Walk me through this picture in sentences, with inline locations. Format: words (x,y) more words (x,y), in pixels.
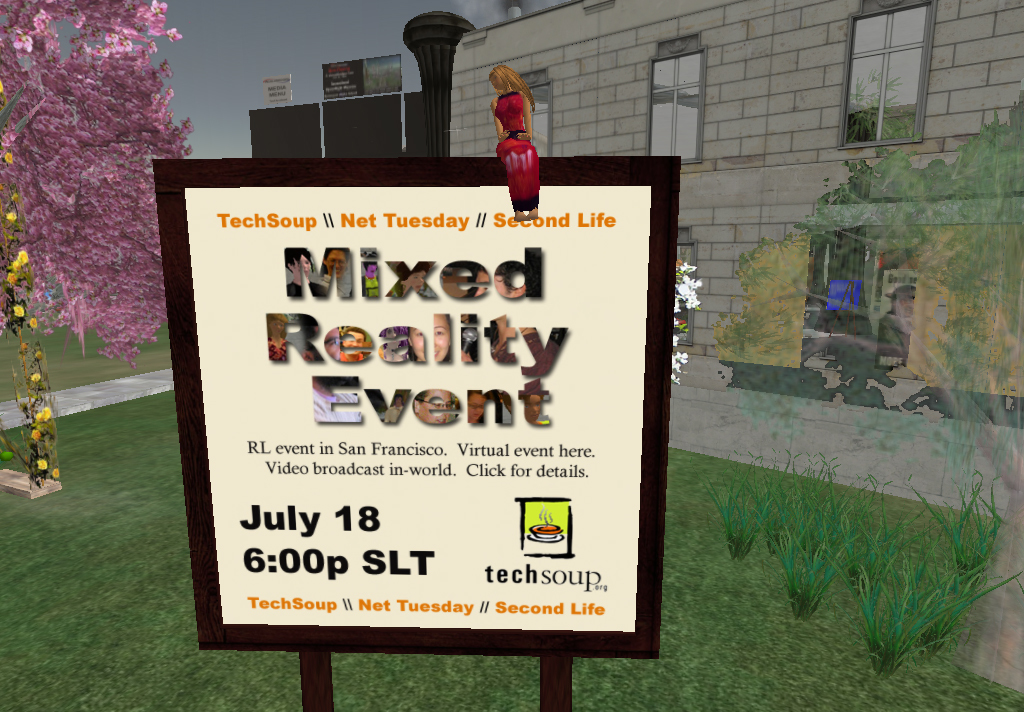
This image looks like animated. In the front (426,430), there is a board (404,450). To the left (84,279), there is a tree (45,249). In the background (817,90), there is a building (933,74) along with windows (850,53). At the bottom (781,657), there is green grass (709,657).
